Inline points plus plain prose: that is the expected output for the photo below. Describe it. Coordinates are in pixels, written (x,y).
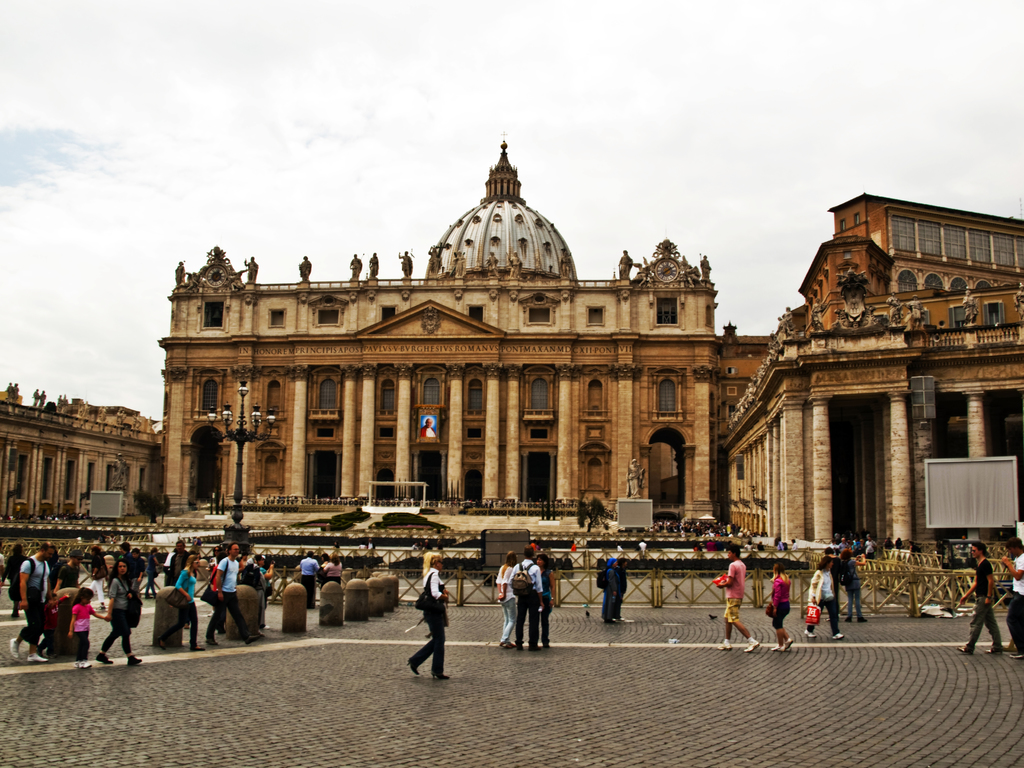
This is an outside view. At the bottom (39,575) there are many people (134,562) walking on the ground (307,687). In the background (439,438) there are few buildings (555,423) along with the pillars (371,426). At the top of the building (446,272) there are few statues (409,268) of persons (434,264). At the top of the image (308,129) I can see the sky (174,113).
